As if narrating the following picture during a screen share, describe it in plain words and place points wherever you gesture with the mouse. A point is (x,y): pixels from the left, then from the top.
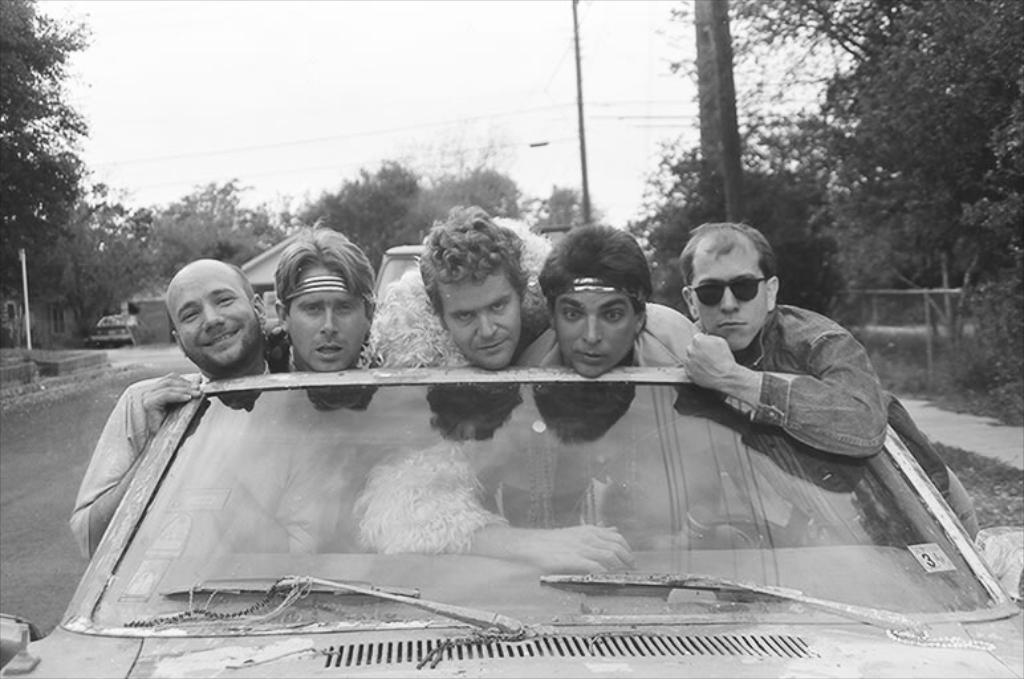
This is a black and white image where there are trees (193,201) in the middle (681,243), right side (991,83) and left side (13,150). There is a car (469,665) in the middle (650,448) and people (228,335) are standing in that car (402,427). There are 5 people (309,312) in that car (697,410). All of them are men (755,249). There is a street light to the pole (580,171) behind that car (31,651).
